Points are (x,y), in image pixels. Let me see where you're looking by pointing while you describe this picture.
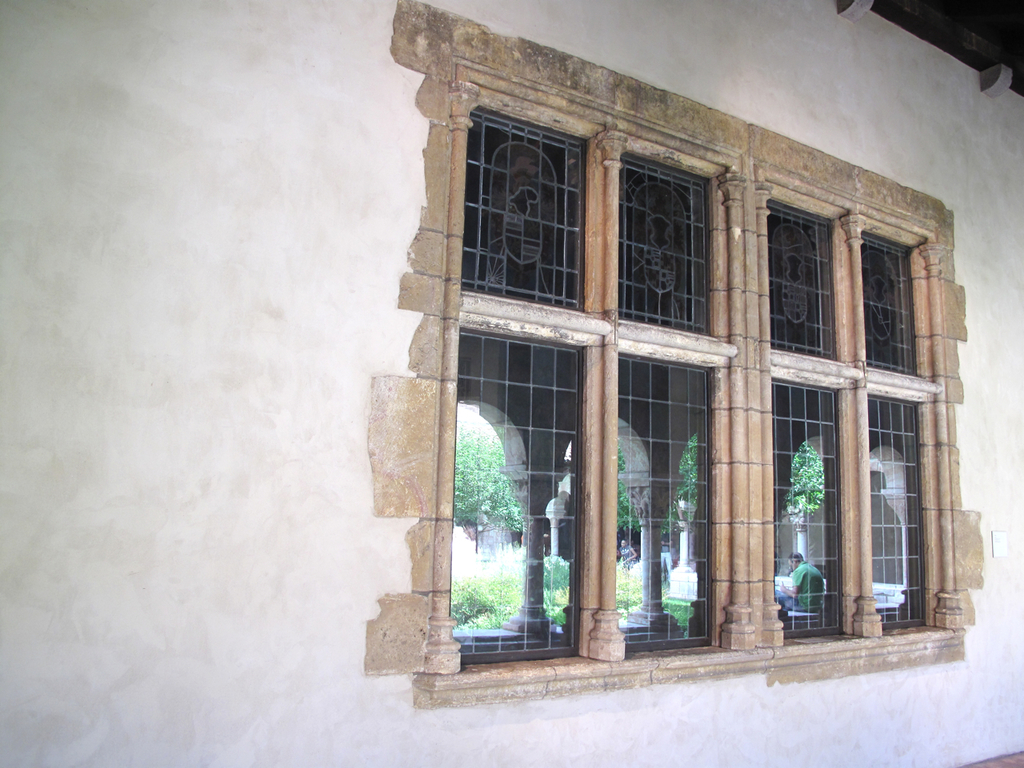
In the center of the image (553,503) we can see a trees (515,520), grass (493,577), an arch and some persons (623,546) are there. In the background of the image (501,267) we can see a wall (308,179) and a window (648,566) are there.
